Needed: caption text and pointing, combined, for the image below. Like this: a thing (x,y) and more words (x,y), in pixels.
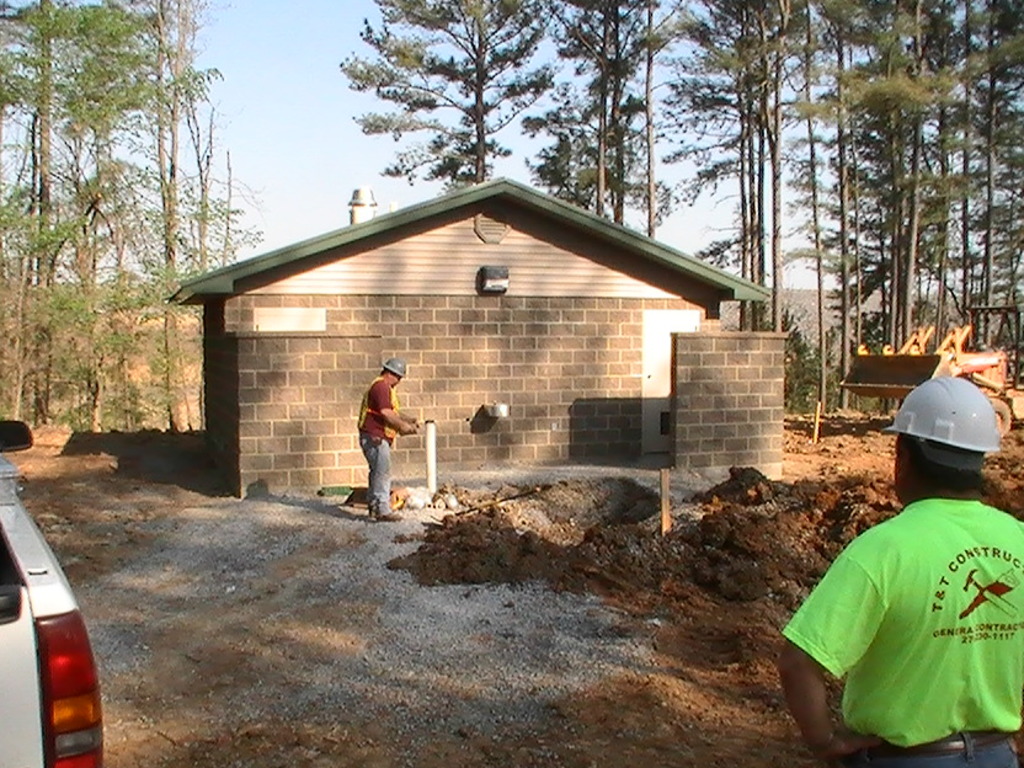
In the image there are two men (929,513) in hazard jacket (973,644) and helmet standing on the land (602,661), behind there is a home (522,341) with a chimney (367,218) above it, in the background (818,83) there are trees (125,187) and above its sky (293,86), there is truck (40,637) on the left side (48,670).
